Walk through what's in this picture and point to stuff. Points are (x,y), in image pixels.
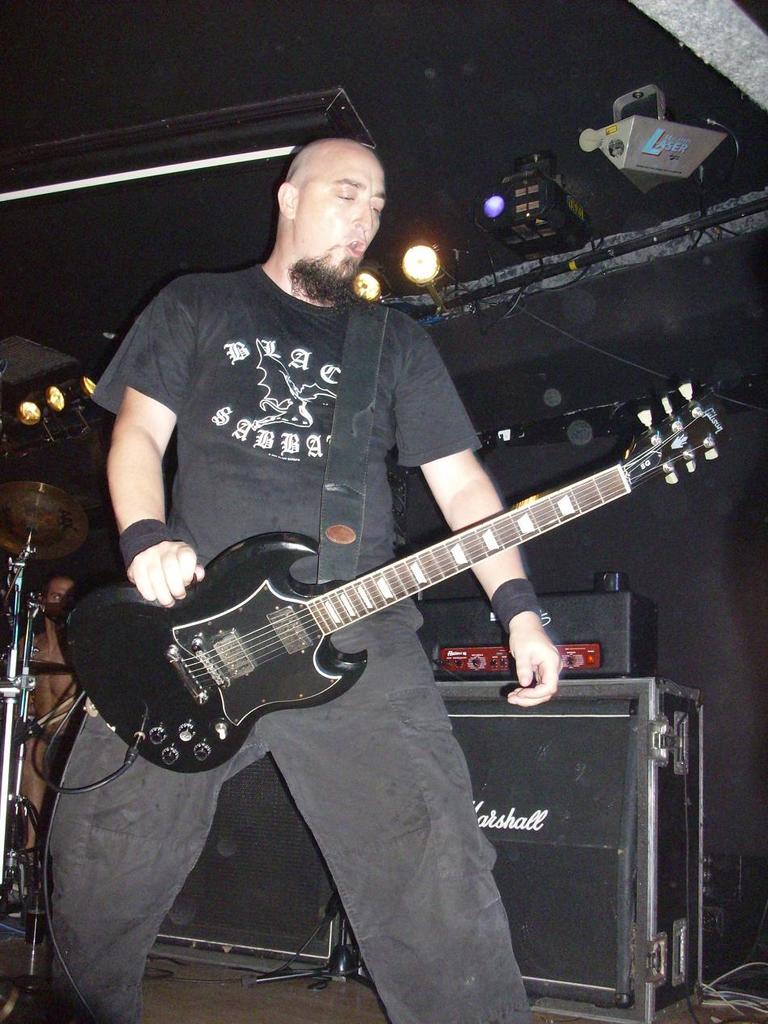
Here is a person (342,839) standing and holding guitar (374,577). I think he is singing the song. At background (509,770) I can see speakers (612,761) and some other object (605,657) which are black in color. These look like show lights (499,201). This is a hi-hat instrument (45,549).
